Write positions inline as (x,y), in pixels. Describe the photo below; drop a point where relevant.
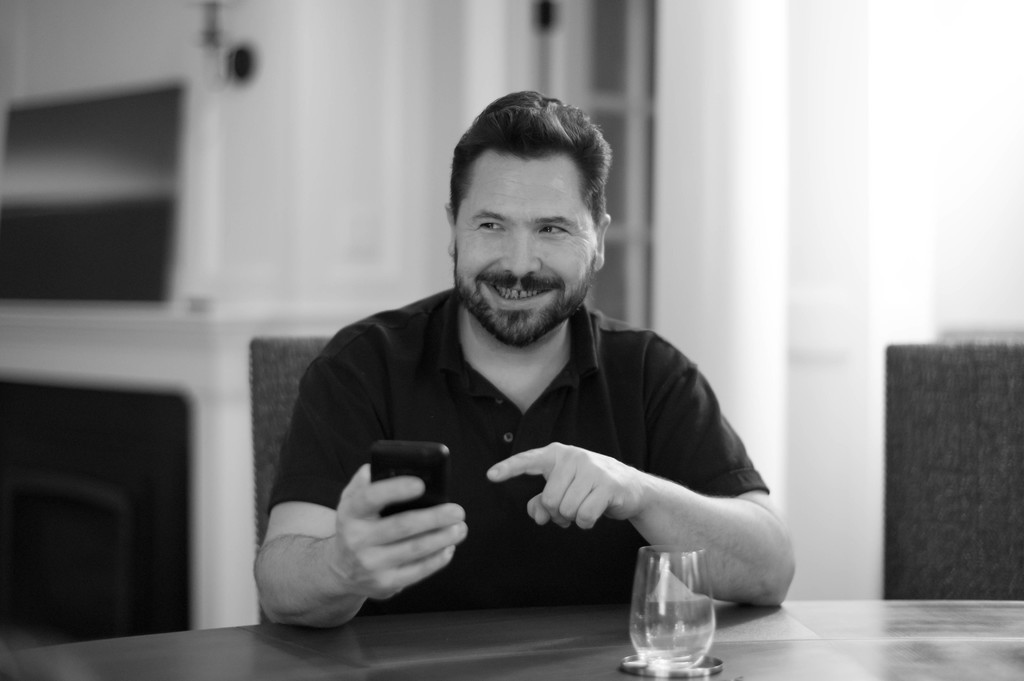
It is a black and white image. In this image there is a person (446,341) sitting on the chair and he is holding the mobile (440,493). Beside him there is another chair (908,527). In front of him there is a table (571,638). On top of it there is a glass (701,558). On the left side of the image (108,216) there is a TV (97,226). In the background of the image (385,63) there is a wall (460,91).
